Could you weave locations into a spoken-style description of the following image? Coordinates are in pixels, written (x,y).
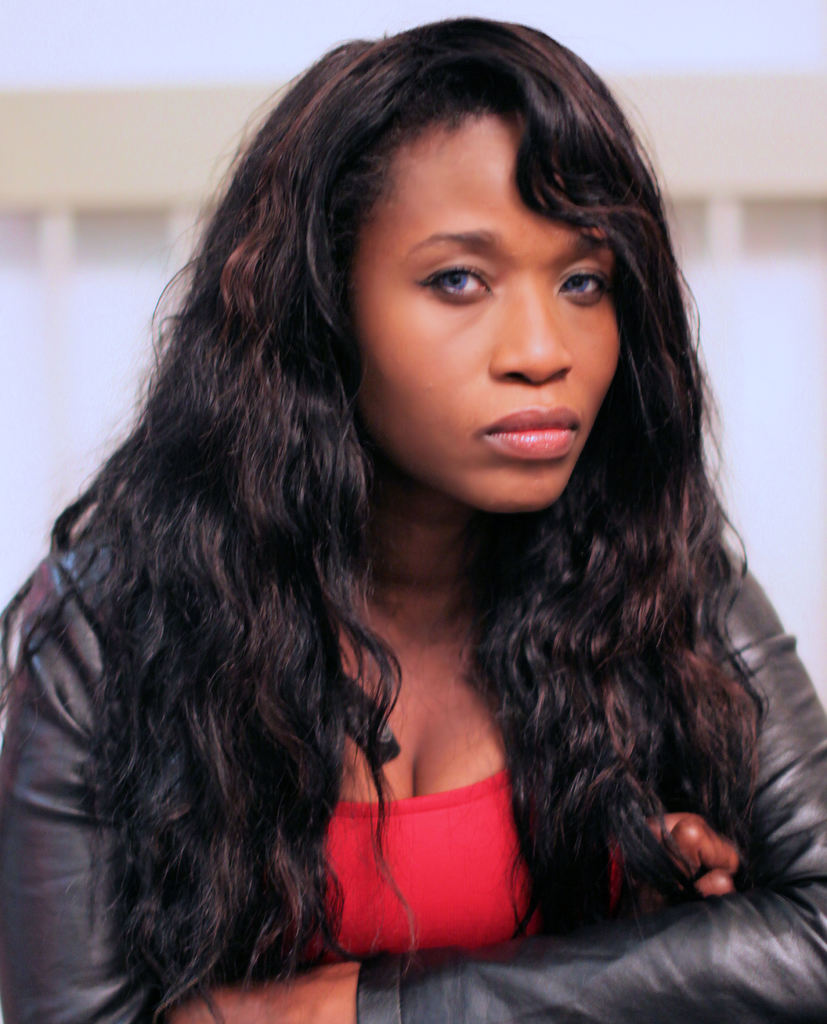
In the image I can see a lady (414,654) who is wearing red and black color dress (561,1014).
